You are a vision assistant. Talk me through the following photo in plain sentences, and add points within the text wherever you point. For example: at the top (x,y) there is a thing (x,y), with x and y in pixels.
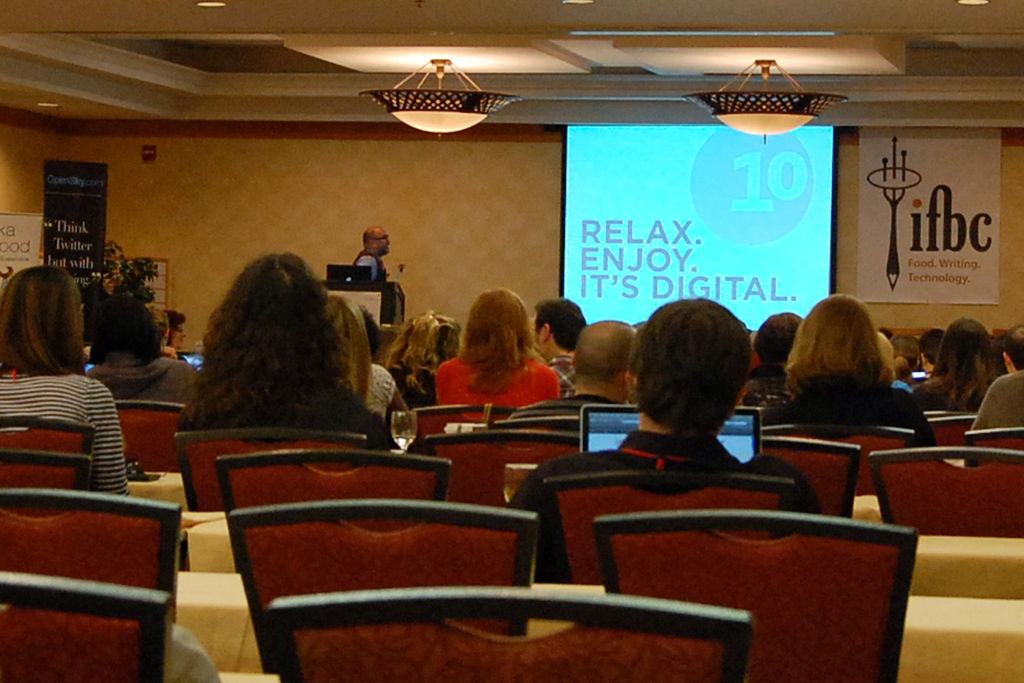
Screen (642,199) and banner (895,232) is on the wall (451,222). Lights (395,104) are attached to the ceiling (562,104). In-front of this person (381,239) there is a podium (374,301), above this podium (367,300) there is a laptop (344,277). Here we can see hoardings (97,206) and plant (128,261). These people (368,315) are sitting on chairs (220,496), in-front of them there are tables (222,520). Above that tables (223,536) there is a laptop (607,444), glass (400,434) and things (144,475).
